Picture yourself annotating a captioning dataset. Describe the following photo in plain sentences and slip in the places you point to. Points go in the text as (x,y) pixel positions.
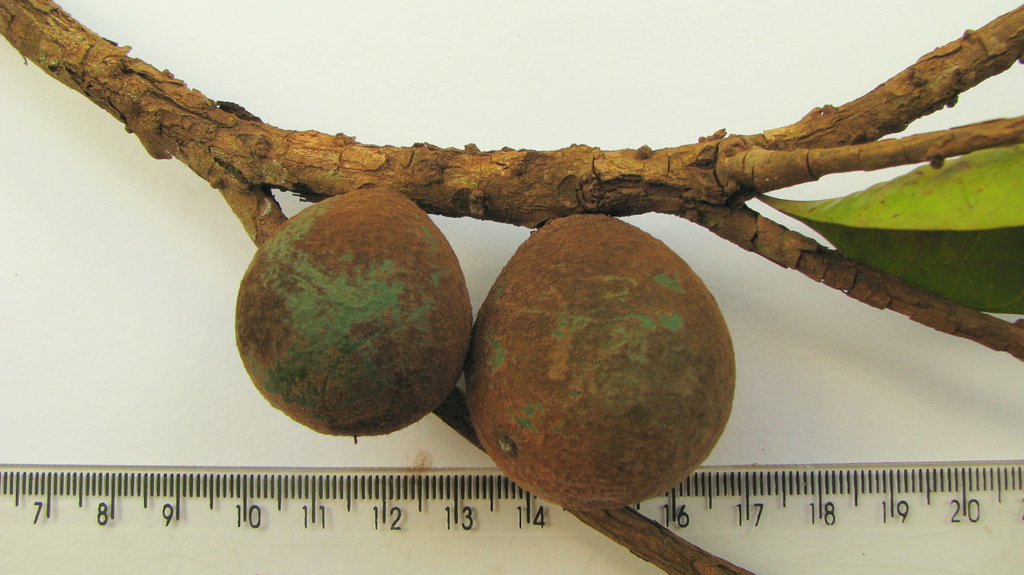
In the picture we can see a stem (911,112) with two fruits (419,298) and a leaf (998,164) and under it we can see a scale (958,508) with readings (958,508).
